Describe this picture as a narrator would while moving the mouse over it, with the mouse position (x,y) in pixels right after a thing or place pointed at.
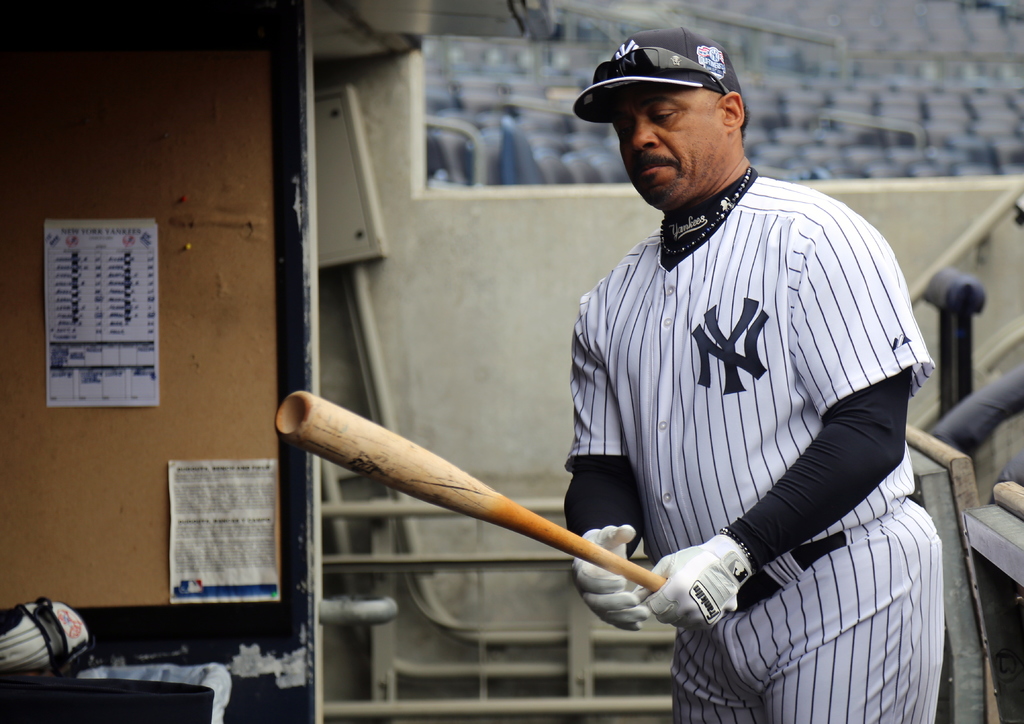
This image is taken in a stadium (582,258). In the background (930,105) there are many empty chairs (892,92) and there is a wall (522,267). There are a few iron bars (552,664). In the middle of the image (651,386) a man (677,568) is standing on the ground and he is holding a baseball bat (499,522) in his hand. On the right side of the image (957,502) there are two chairs (950,503). On the left side of the image (156,346) there is a wooden board (159,364) with two posters (126,401) on it and there is a table (211,689) with a few things (220,677) on it.
